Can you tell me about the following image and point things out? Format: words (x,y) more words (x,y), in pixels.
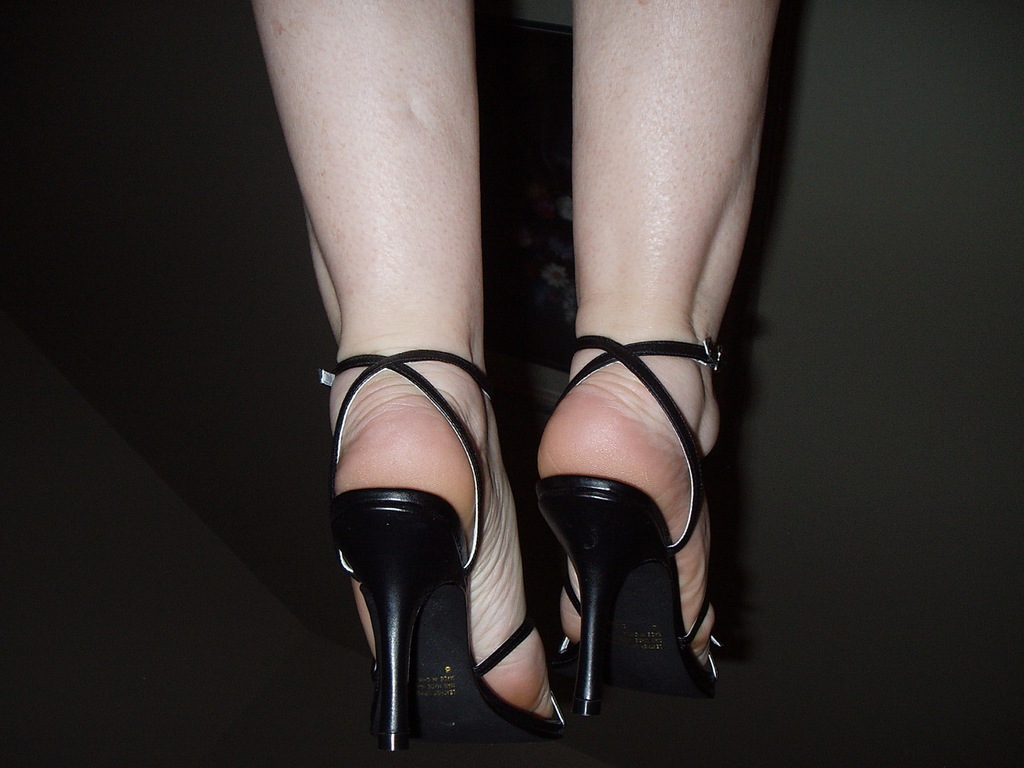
This picture consists of person leg (448,112) who is wearing heels (432,523), background (290,555) is dark color.
